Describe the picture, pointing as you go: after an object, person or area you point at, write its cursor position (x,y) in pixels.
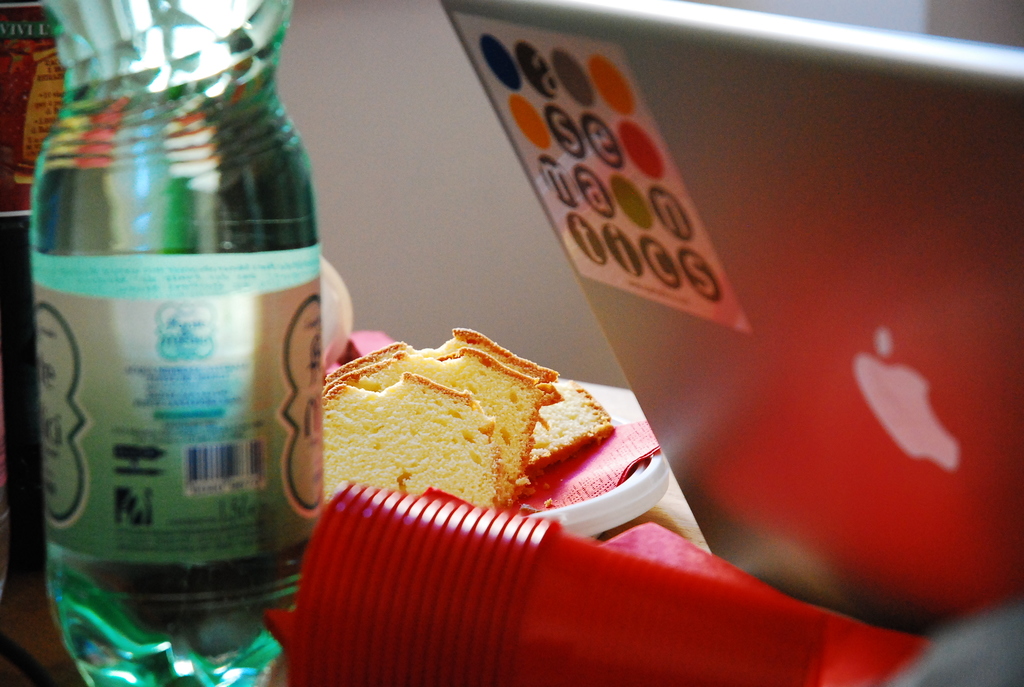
This image consists of a laptop (726,277), glasses (670,573) in the bottom (540,604), bottle (173,416) on the left side (197,398) and a plate (520,507) with bread pieces (504,430). Laptop (751,397) is on the right side (857,371).
